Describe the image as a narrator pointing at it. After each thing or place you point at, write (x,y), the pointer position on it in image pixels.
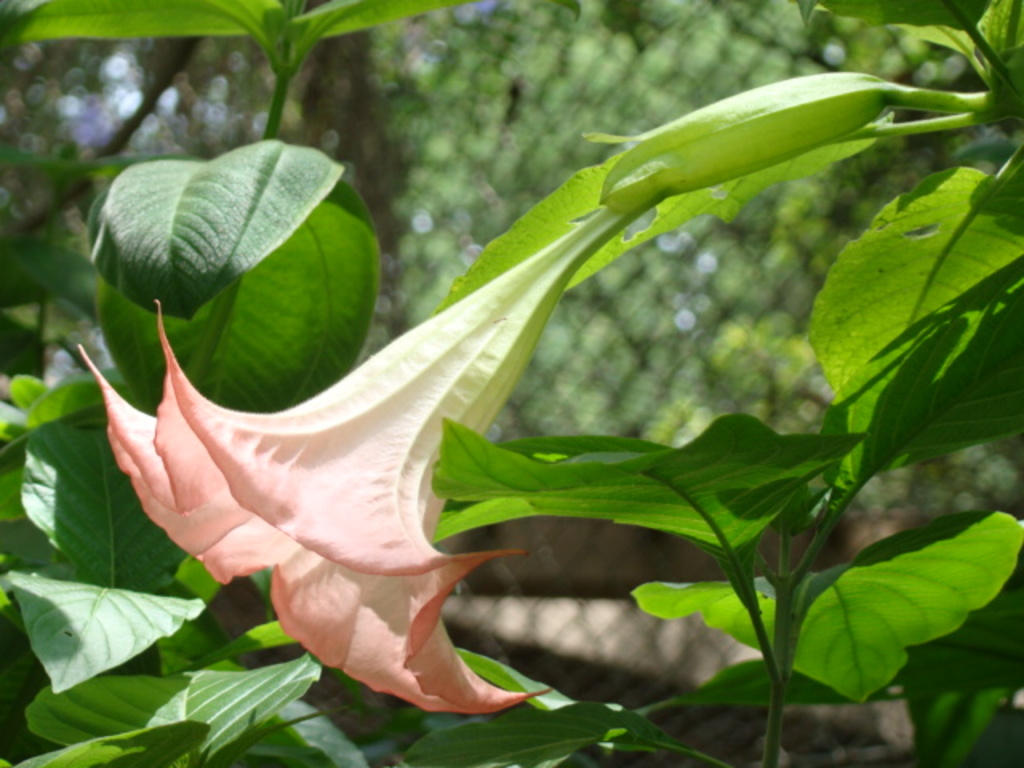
In this image we can see a flower (462,338) with some plants (179,661) and in the background (159,79), we can see some trees (432,250) and a fence (440,254).
